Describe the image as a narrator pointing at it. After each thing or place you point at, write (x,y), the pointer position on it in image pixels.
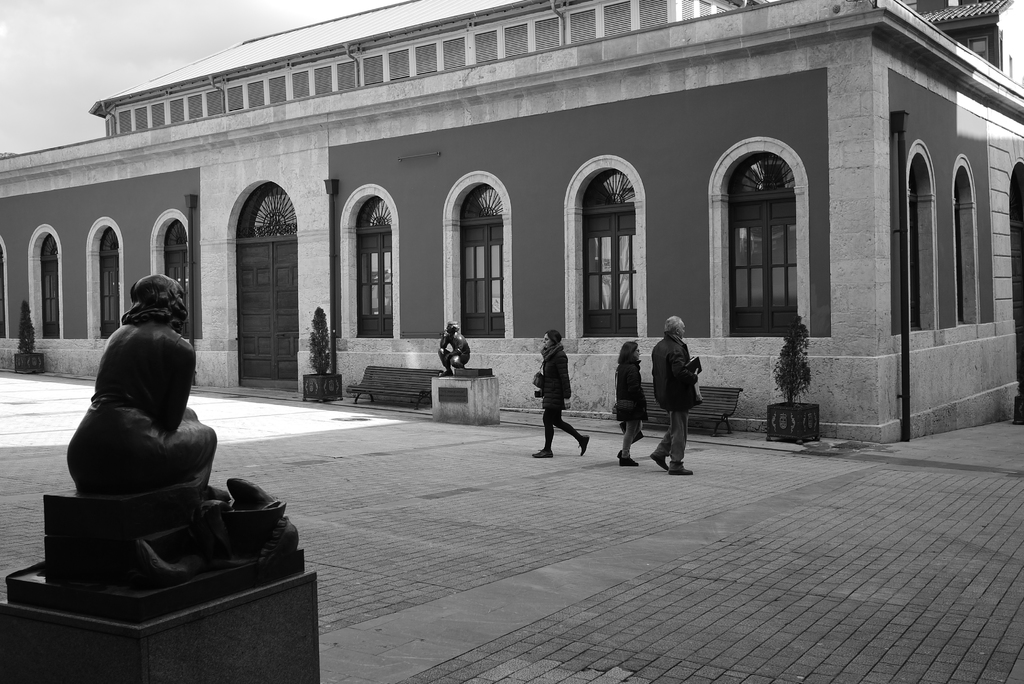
In this image, we can see a house (509,168) with walls (428,317), windows (363,313) and doors (270,363). Here we can see plants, benches (425,388), pole (908,367) and statues (38,571). In the middle of the image (638,421), we can see three people (672,427) are walking on the platform (426,599). Background (37,57) there is a sky (70,50).
